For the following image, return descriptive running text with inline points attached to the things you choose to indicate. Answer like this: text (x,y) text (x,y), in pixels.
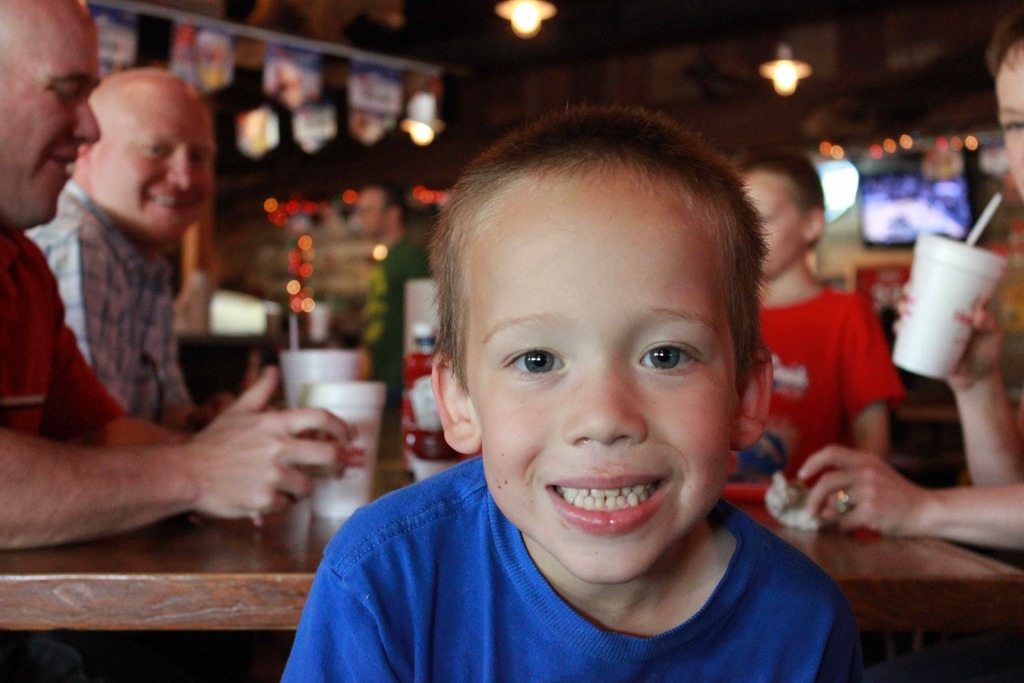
In this image I can see group of people (454,263) are in-front of the brown color table (311,526). And these people (494,385) are wearing the different color dresses (67,260) and I can see few people (256,420) are holding the cups (940,325) which are in white color and few are on the table (290,519). In the back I can see many banners (368,133) and lights (429,138).
